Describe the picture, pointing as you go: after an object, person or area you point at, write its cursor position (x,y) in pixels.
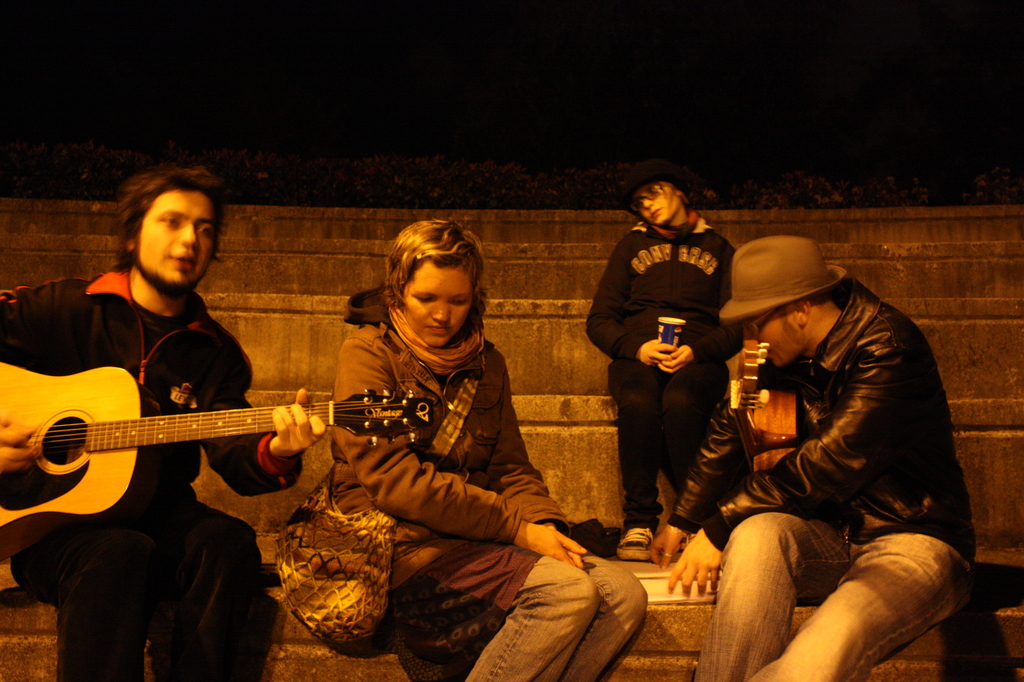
In this image I can see four people (364,348). Among them one person (177,447) is playing guitar (236,428).
